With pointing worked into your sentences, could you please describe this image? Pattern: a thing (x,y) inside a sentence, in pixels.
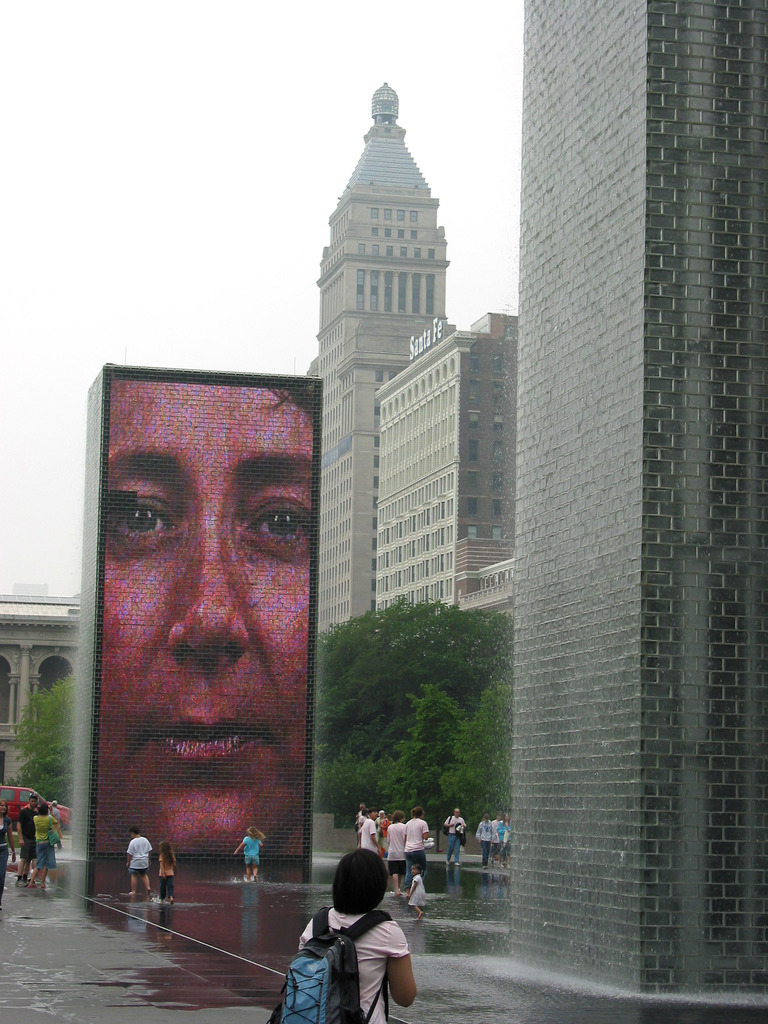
In this picture there is a screen (221,558) which showing a woman's face (204,569). Beside that I can see many people (398,888) were standing near to the fountain (298,846). On the left (23,799) there is a red car (10,794) which is parked near to the trees (20,773). In the background (360,552) I can see the buildings (377,538) and skyscraper (401,337). At the bottom (366,944) there is a woman (371,936) who is wearing bag (388,917) and t-shirt (381,930). In the top left (218,146) there is a sky (100,208).
